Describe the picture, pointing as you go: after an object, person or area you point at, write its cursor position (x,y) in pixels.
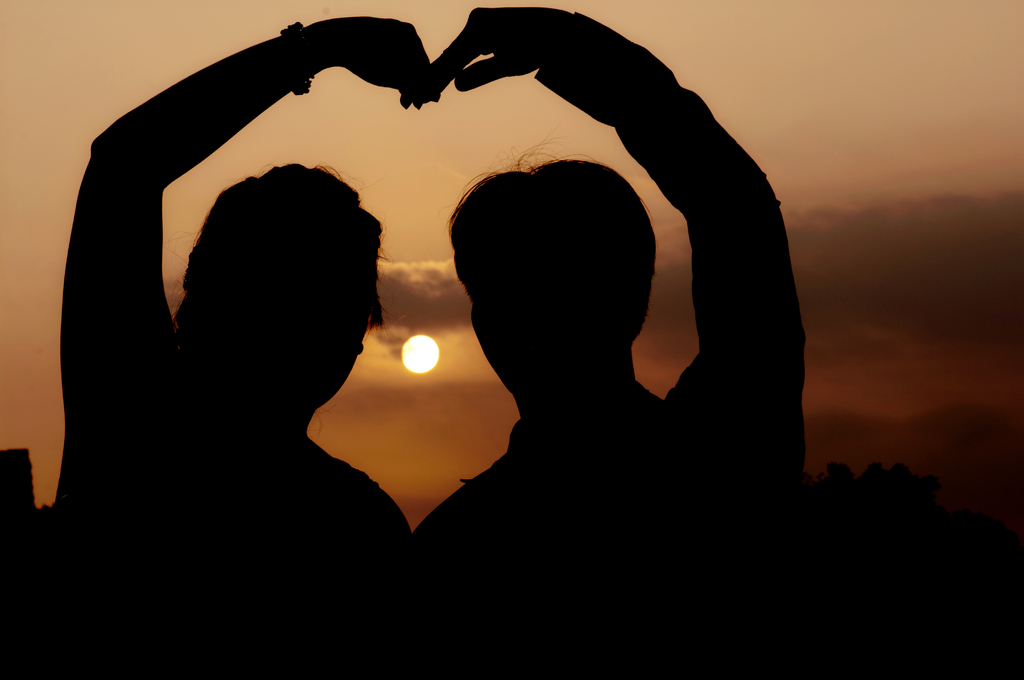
Here in this picture we can see a couple (357,348) present over a place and they are making a heart symbol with their hands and behind them we can see sun (423,371) and clouds (436,263) in the sky (436,263).
